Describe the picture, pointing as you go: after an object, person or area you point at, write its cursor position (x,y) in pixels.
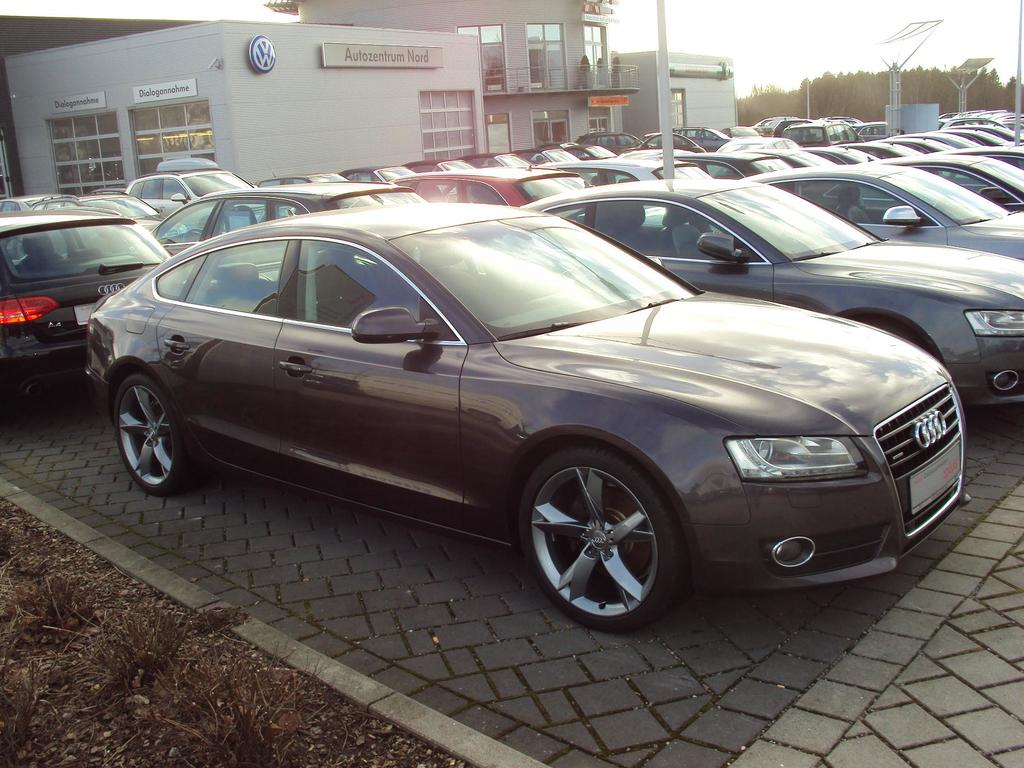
In this picture I can see there are few cars (516,238) parked and there is a building (235,130) in the backdrop (429,139), there are trees (871,91) to the right side (915,82) and the sky (878,35) is clear.
